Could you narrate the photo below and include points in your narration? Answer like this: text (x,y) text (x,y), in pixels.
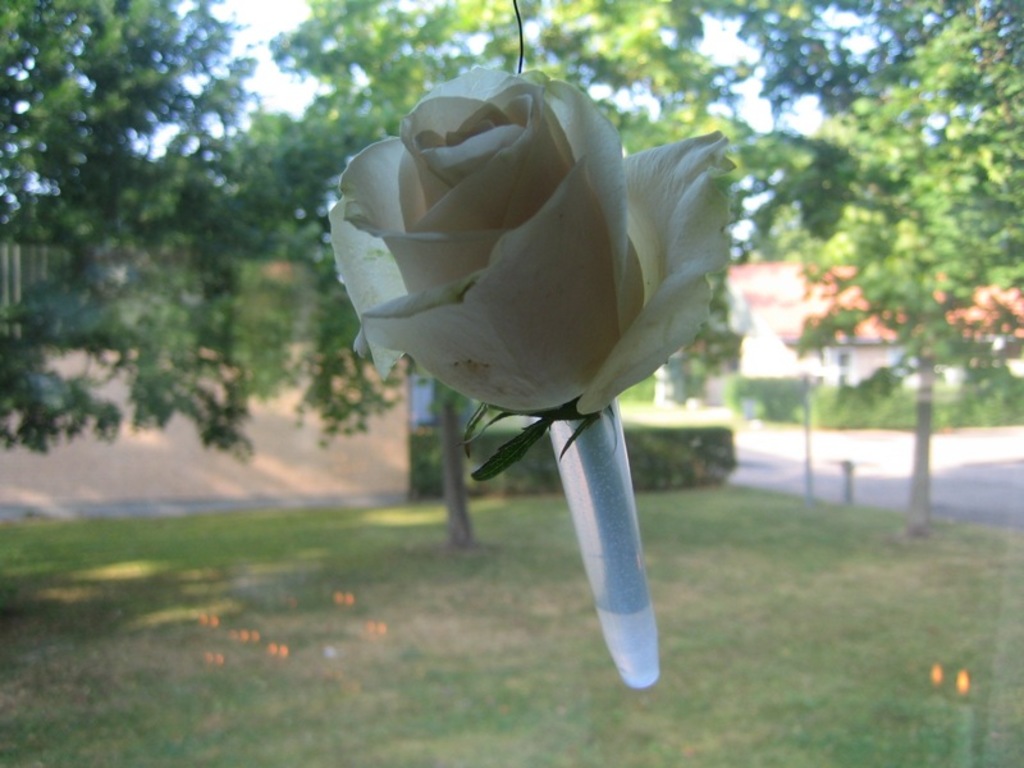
We can see white flower (531,289). In the background (189,266) we can see trees (176,264), house (867,345) and grass (697,559).
